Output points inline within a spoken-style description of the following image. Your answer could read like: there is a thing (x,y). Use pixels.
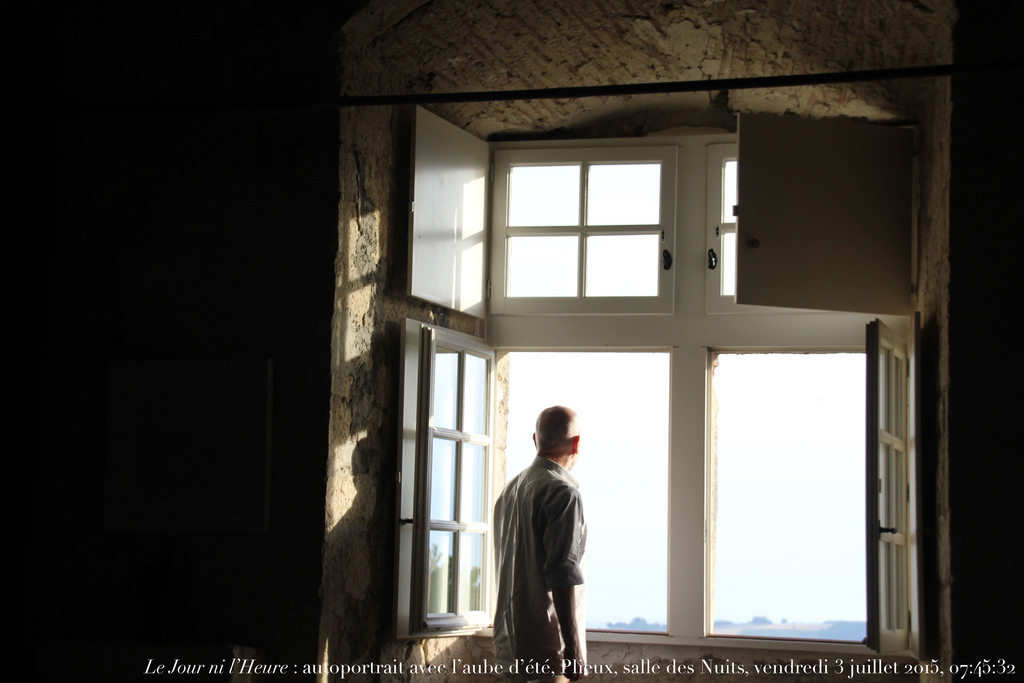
In this picture there is a person (564,514) standing in front of a window (623,405) and there is a pole (698,83) above him and there is something written below the image.
